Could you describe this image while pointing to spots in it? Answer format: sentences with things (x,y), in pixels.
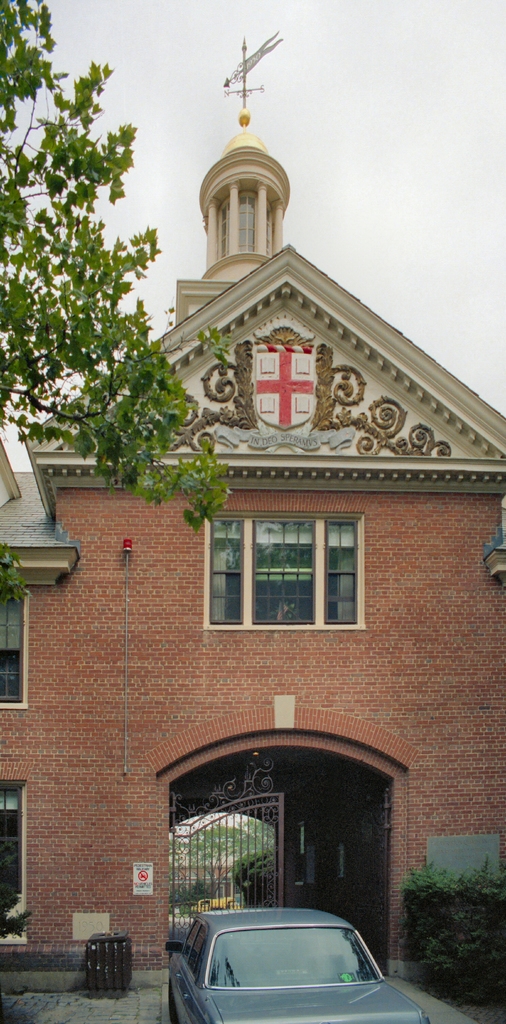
In this picture we can see a car (261,919) on the road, gates (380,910), plants (456,954), trees (96,435), signboard (142,879), building (180,608) with windows (25,891) and some objects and in the background (387,131) we can see the sky (388,188).
